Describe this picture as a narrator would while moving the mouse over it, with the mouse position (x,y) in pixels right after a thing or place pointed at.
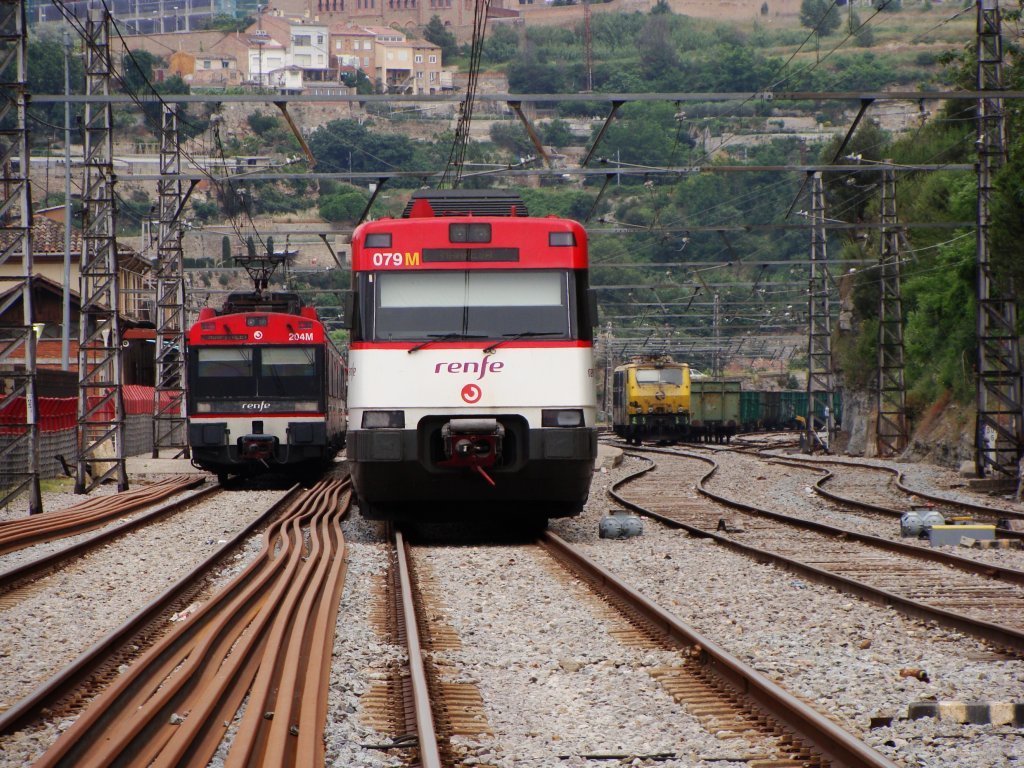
At the bottom of the image (411,583) there are train tracks (556,583) with trains (491,360). And in the image there are many poles (102,392) with electrical wires (906,224). In the background (338,251) there are trees (931,206) and buildings (48,390).
